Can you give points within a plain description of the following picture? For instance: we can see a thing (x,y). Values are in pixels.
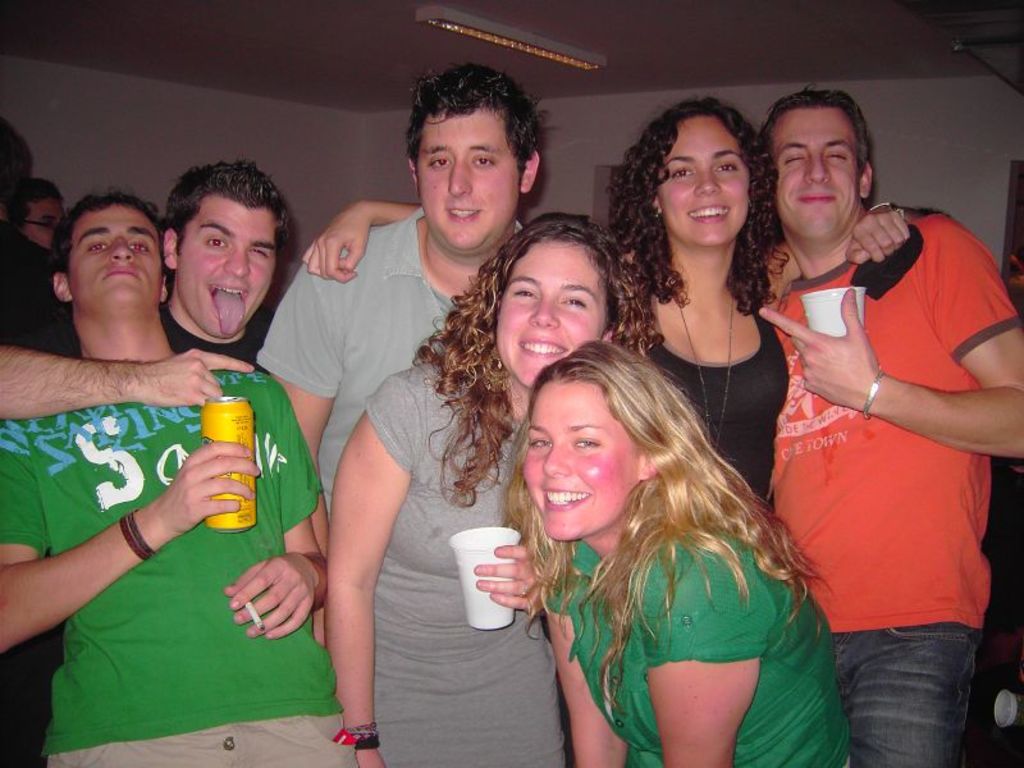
In this image I can see number of people (479,282) are standing. I can see few of them are holding glasses (496,542) and on the left side (134,660) I can see one man (155,487) is holding a can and a cigarette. On the top of this image (281,30) I can see a light (571,49) on the ceiling (417,42).
